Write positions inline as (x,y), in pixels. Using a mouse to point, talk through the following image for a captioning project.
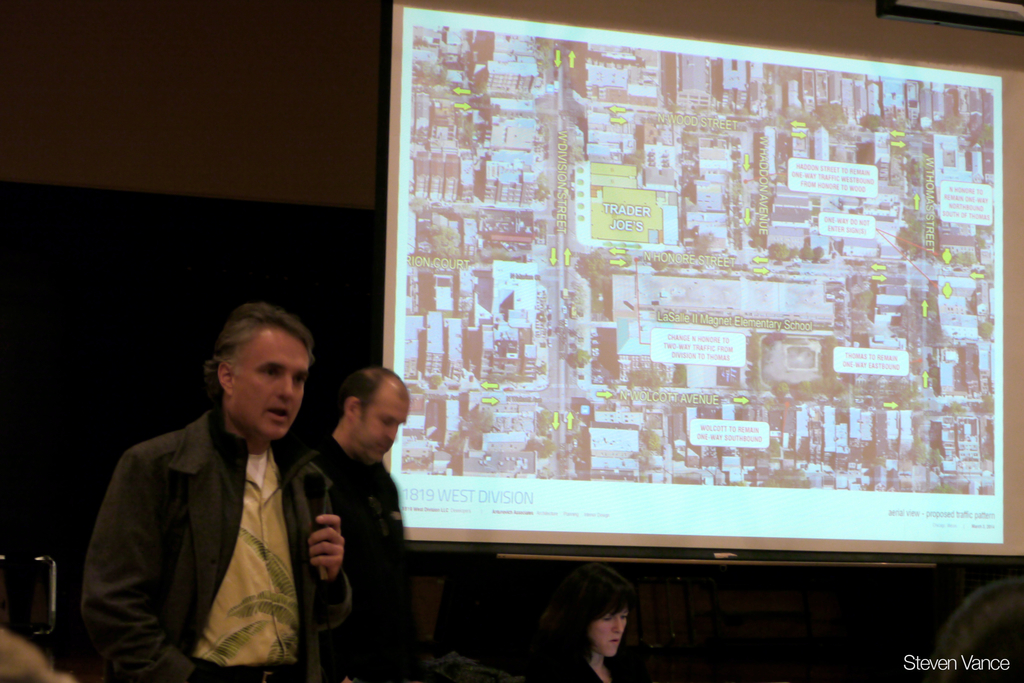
As we can see in the image there is wall (227,88), screen (522,229) and few people (350,553). The man (249,551) standing on the left side (274,538) is wearing black color jacket (211,544) and holding mic (314,506). The image is little dark.
